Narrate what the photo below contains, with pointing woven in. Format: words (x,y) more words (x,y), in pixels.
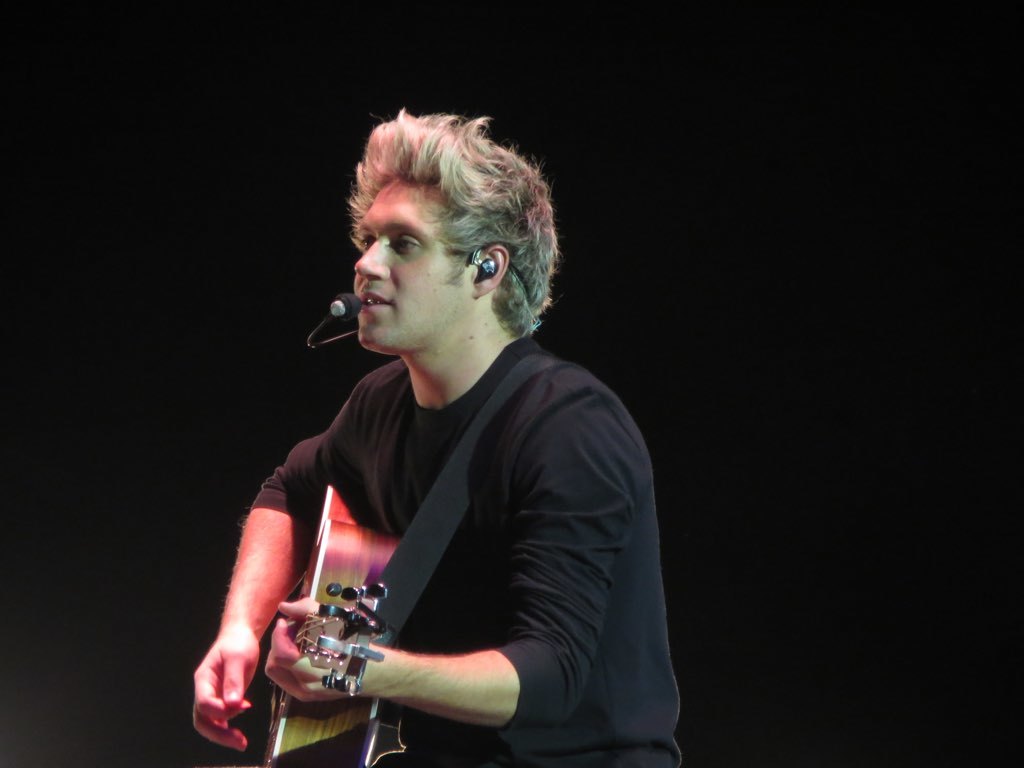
This picture is a man (486,129) standing and playing a guitar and is also singing.
